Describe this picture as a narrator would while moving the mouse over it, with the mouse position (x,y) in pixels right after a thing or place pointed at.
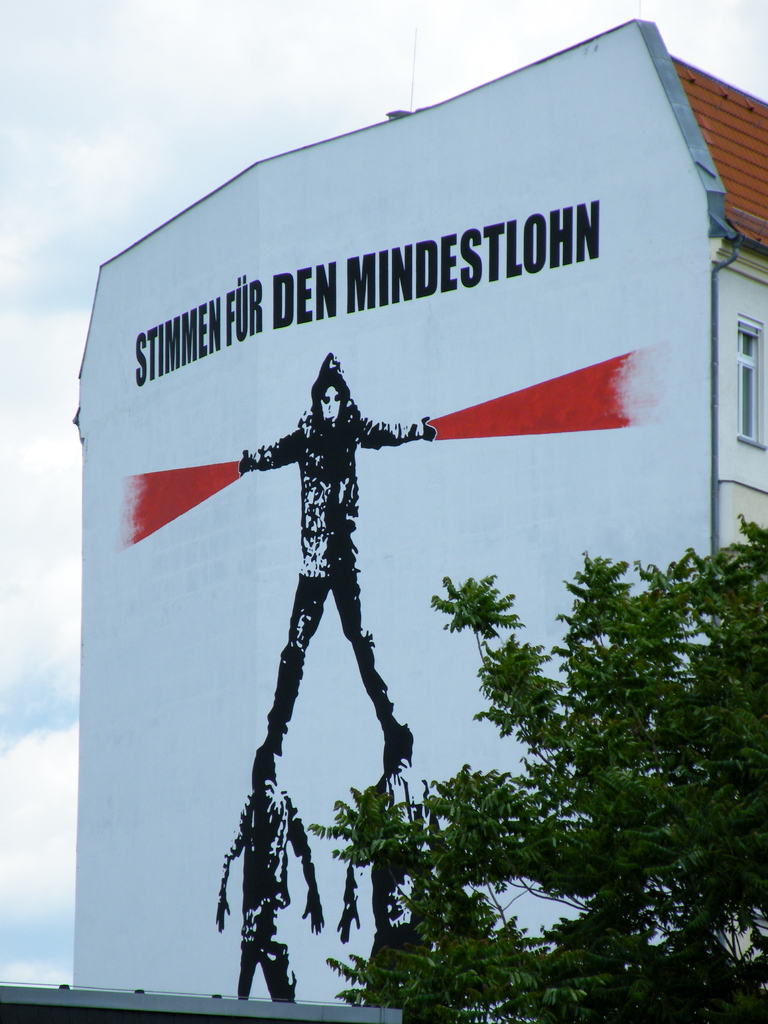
In this image there is a building (478,343) having some paintings (350,591) of few persons (348,526) and some text (258,315) on it. Right bottom there is a tree (749,577). Top of image (208,76) there is sky (52,180) with some clouds (35,177).
